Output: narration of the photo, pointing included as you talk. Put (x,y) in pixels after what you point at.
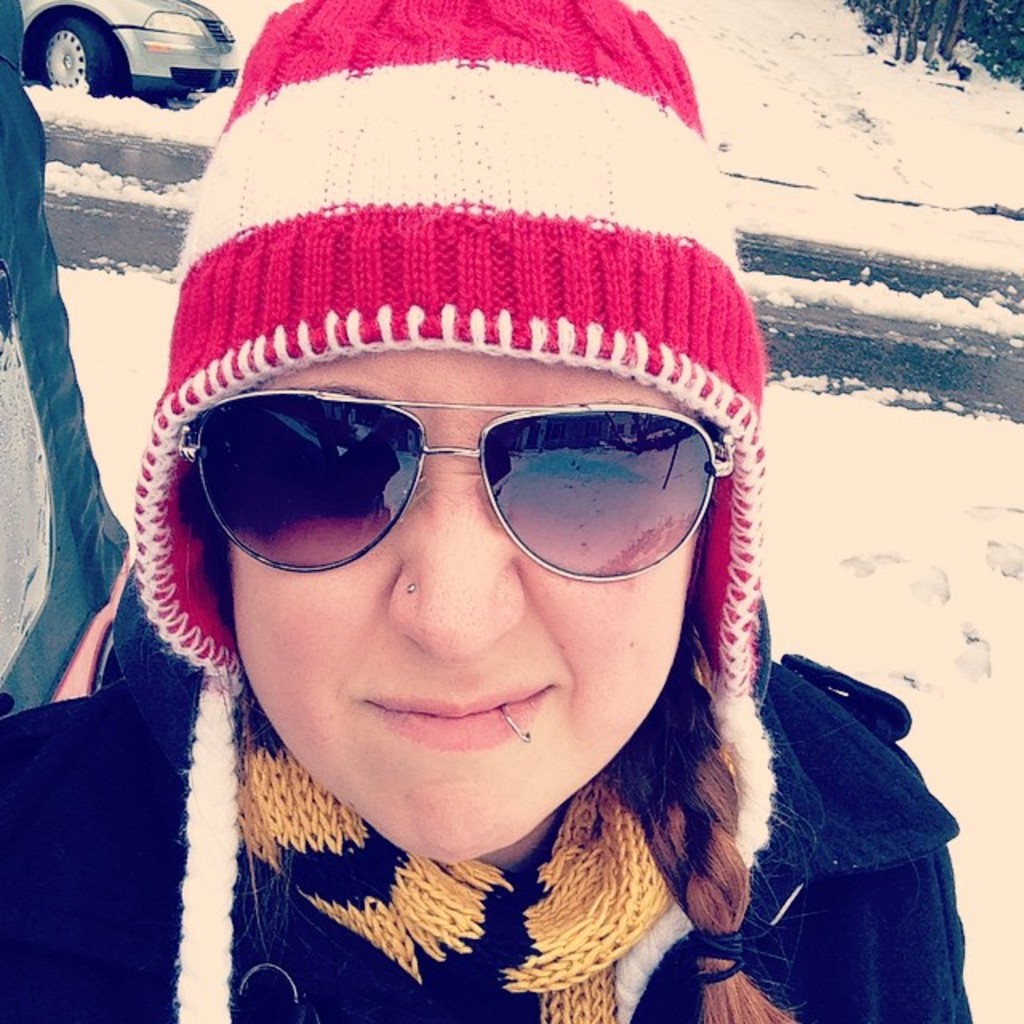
In this image I can see the person (393,726) with the dress (318,950) and cap (384,163). I can see the person (391,493) wearing the goggles (495,506). In the background (842,34) I can see the snow (818,301), vehicle (186,13) and the trees (1004,52).
